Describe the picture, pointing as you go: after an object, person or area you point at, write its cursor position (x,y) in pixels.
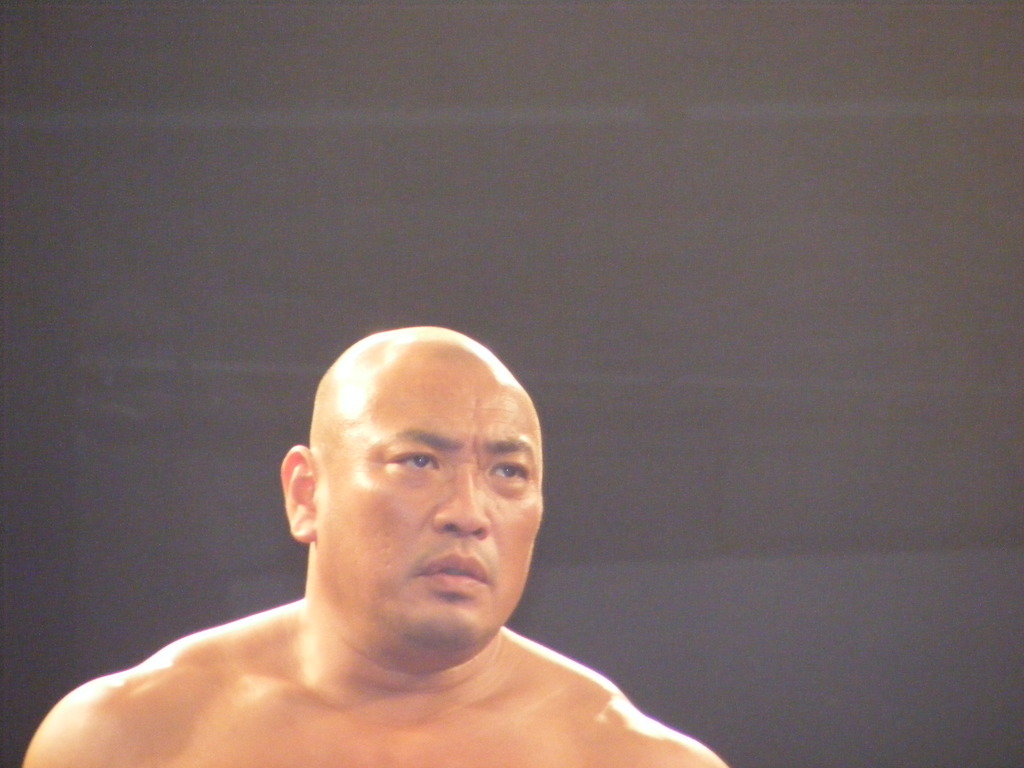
In the image we can see a man (347,688) with a bald head (426,582), and the background (727,285) is dark.
